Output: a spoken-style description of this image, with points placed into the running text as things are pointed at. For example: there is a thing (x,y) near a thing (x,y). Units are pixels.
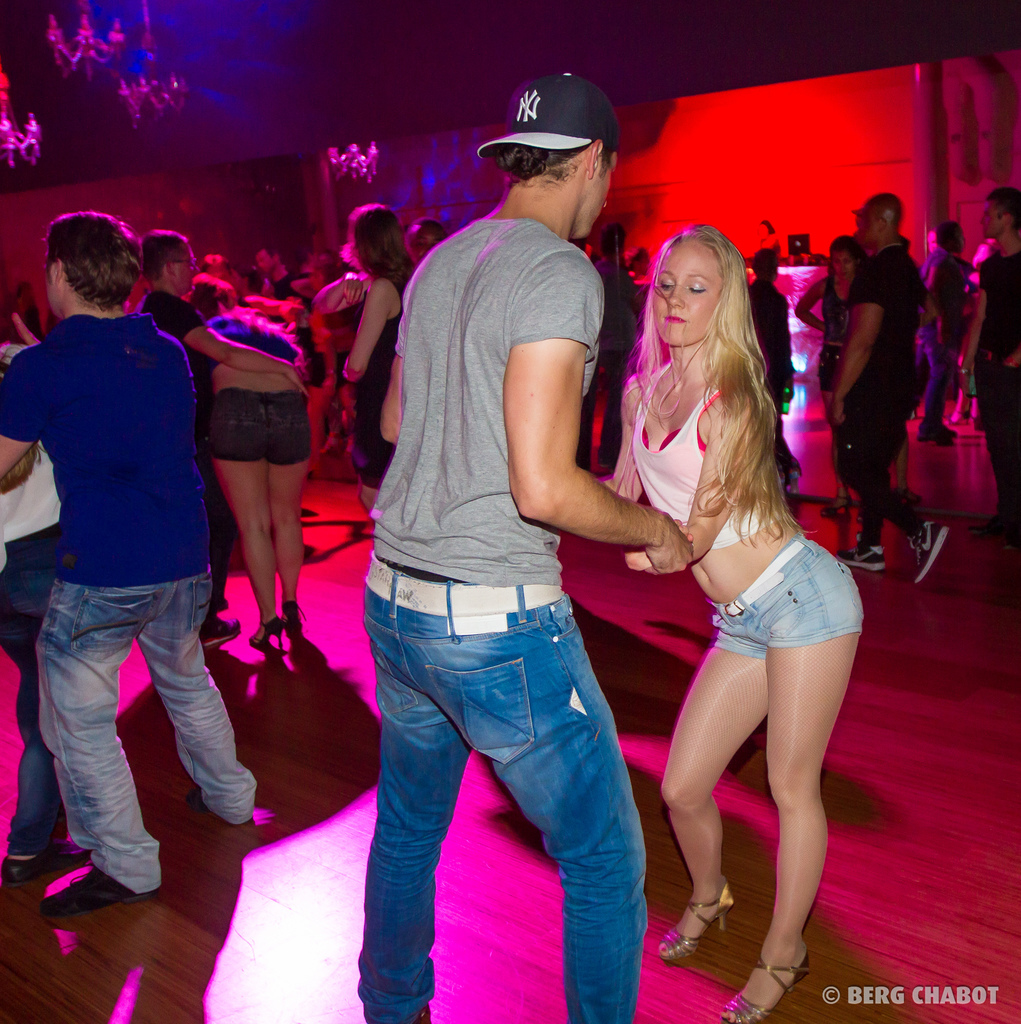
In this image I can see a person (467,490) wearing grey and blue colored dress (508,515) and a woman (686,510) wearing white, red and blue colored dress (686,466) are standing. In the background (72,591) I can see number of persons (886,323) are standing and few chandeliers (64,55) to the top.
